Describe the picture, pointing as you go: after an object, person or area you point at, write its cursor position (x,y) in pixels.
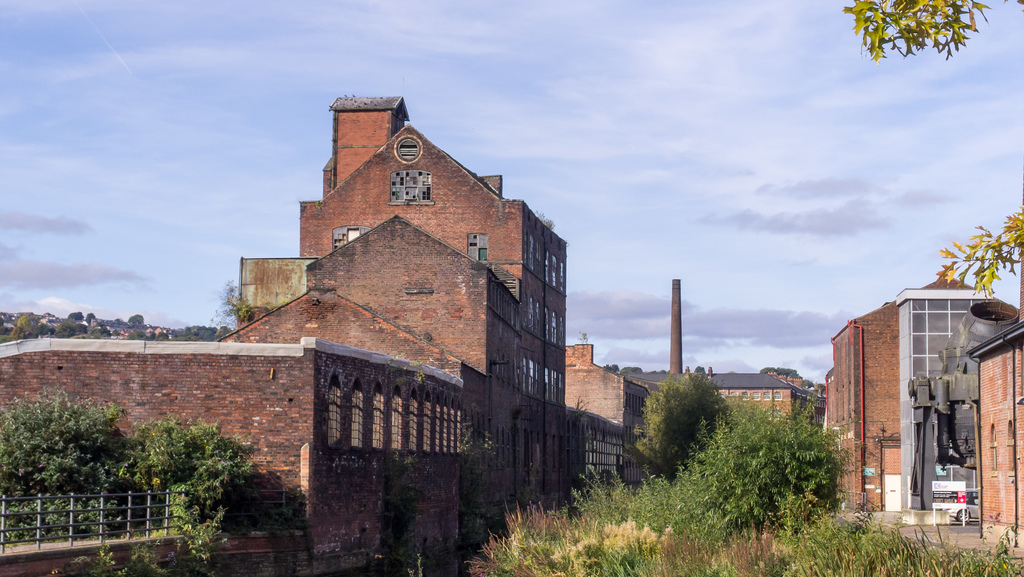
In this image, we can see a few houses (312,477). There are a few plants (660,470). We can see the fence (38,536) on the left (38,494). We can see a machine (928,458) and a board (950,500) with some text (963,500). We can see a pole (964,515). There are a few trees (732,438). We can also see the sky (773,287) with clouds (832,43).
